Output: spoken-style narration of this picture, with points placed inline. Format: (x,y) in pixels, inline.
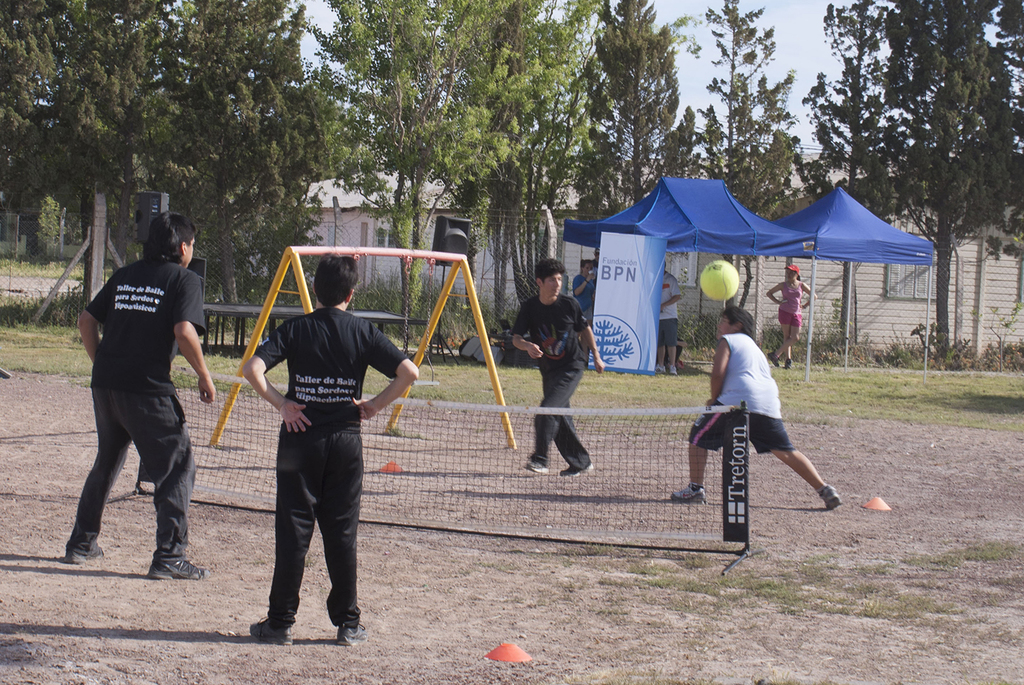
In this picture, we see four boys (133,377), three are in black T-shirts (345,397) and one is in white T-shirt (753,396) are playing with the yellow color ball (729,292). In front of them, we see a net (481,405). Beside them, we see a swing (485,343) and beside that, we see a table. Behind them, we see a blue and white color board (613,298) and people (670,280) standing under the blue color tent (768,247). There are trees (265,168), buildings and a fence (698,324) in the background (470,249). This picture might be clicked in the park (697,603).
